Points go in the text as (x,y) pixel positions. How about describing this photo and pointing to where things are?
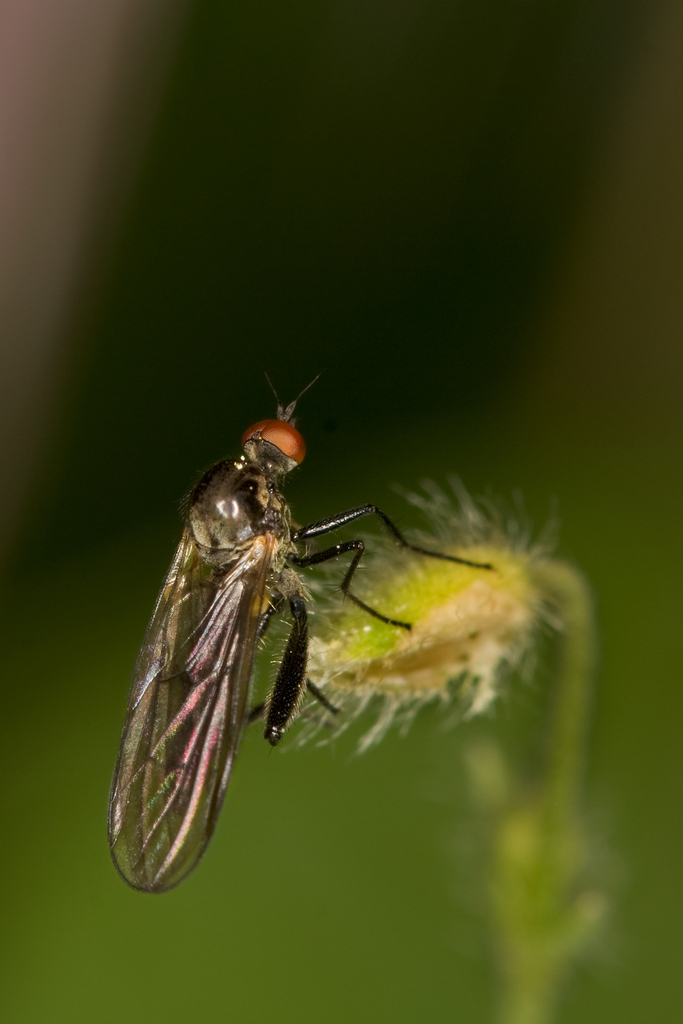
There is an insect (221,570) with wings (195,667) on a plant (368,569). In the background (139,428) it is green and blurred.
